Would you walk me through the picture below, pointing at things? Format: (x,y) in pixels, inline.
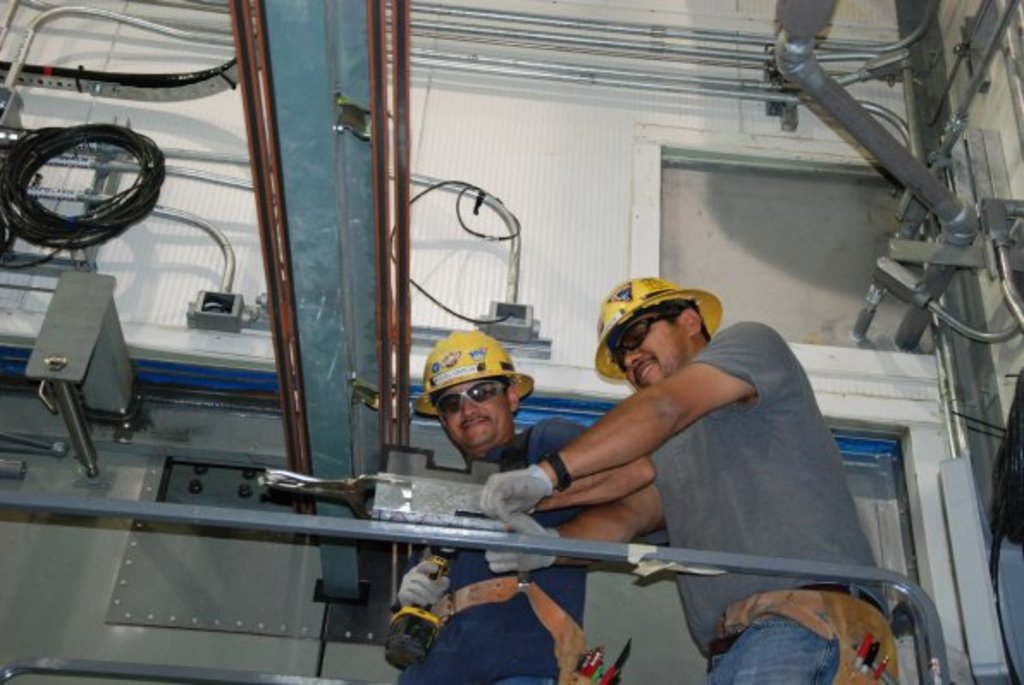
In this image we can see two people (628,426). They wore helmets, goggles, and gloves (399,592). Here we can see rods (409,531), pipes (1016,67), wire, tools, wall (242,421), and some objects (315,505).
